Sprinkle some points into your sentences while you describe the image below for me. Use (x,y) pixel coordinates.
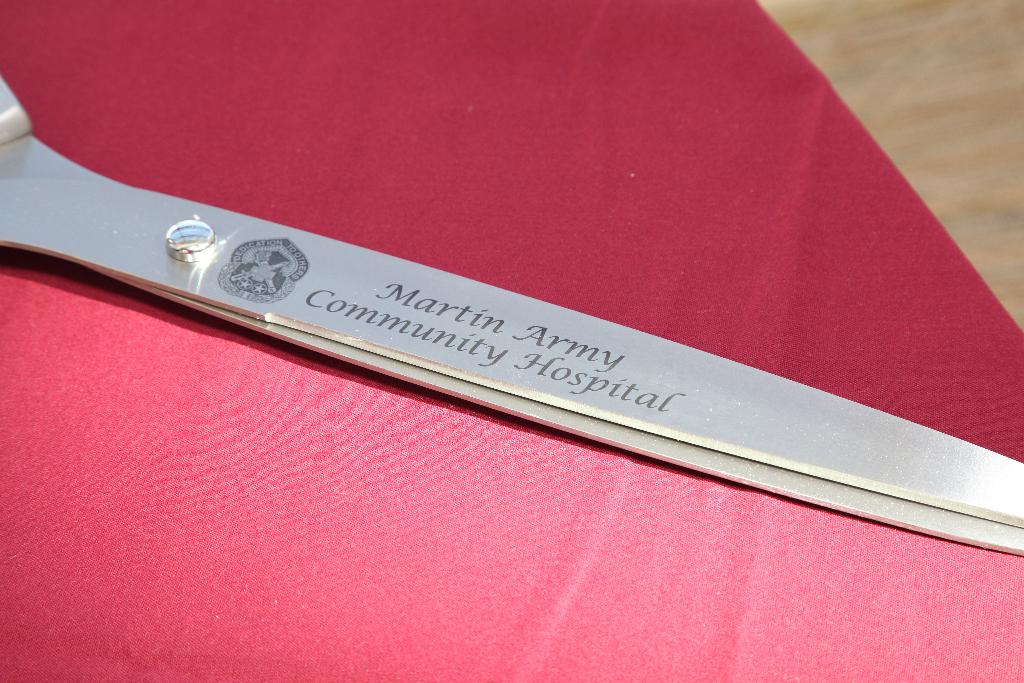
In this image there is a scissor (129,234) on the red color cloth (370,116), which is on the floor (942,211). On the scissor (242,289) there is some text (596,345) and an image (283,268).
